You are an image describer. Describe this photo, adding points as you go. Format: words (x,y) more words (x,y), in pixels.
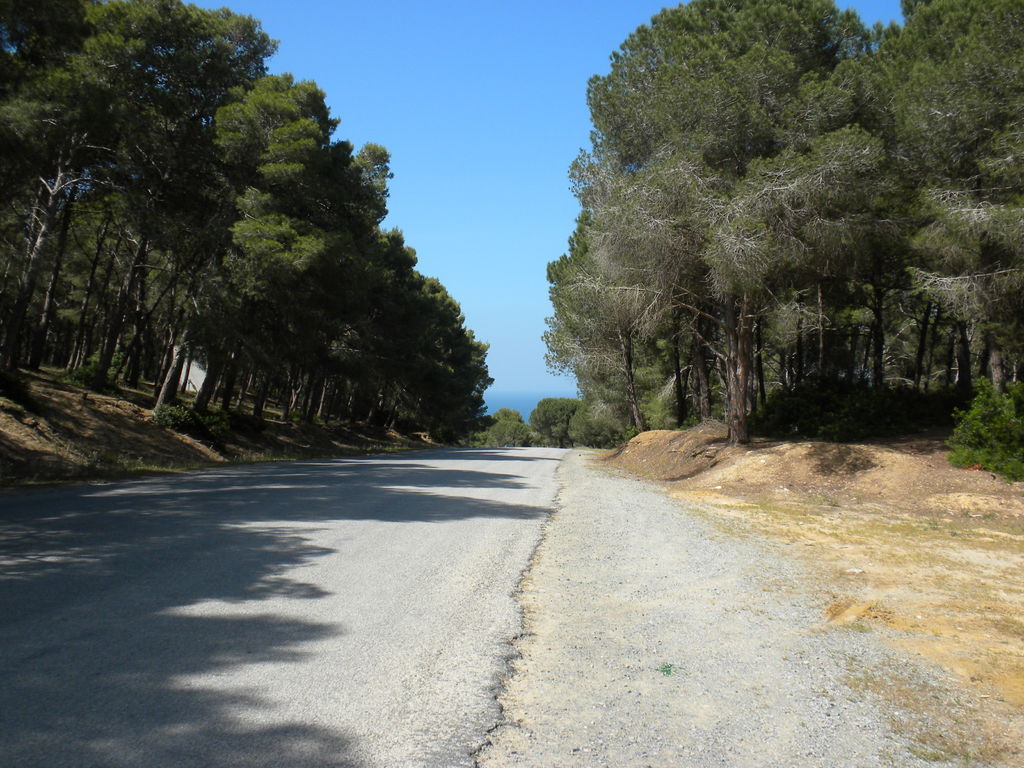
In this image we can see the road (490,630). Here we can see the trees (288,158) on both sides of the road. This is a sky (488,154).
